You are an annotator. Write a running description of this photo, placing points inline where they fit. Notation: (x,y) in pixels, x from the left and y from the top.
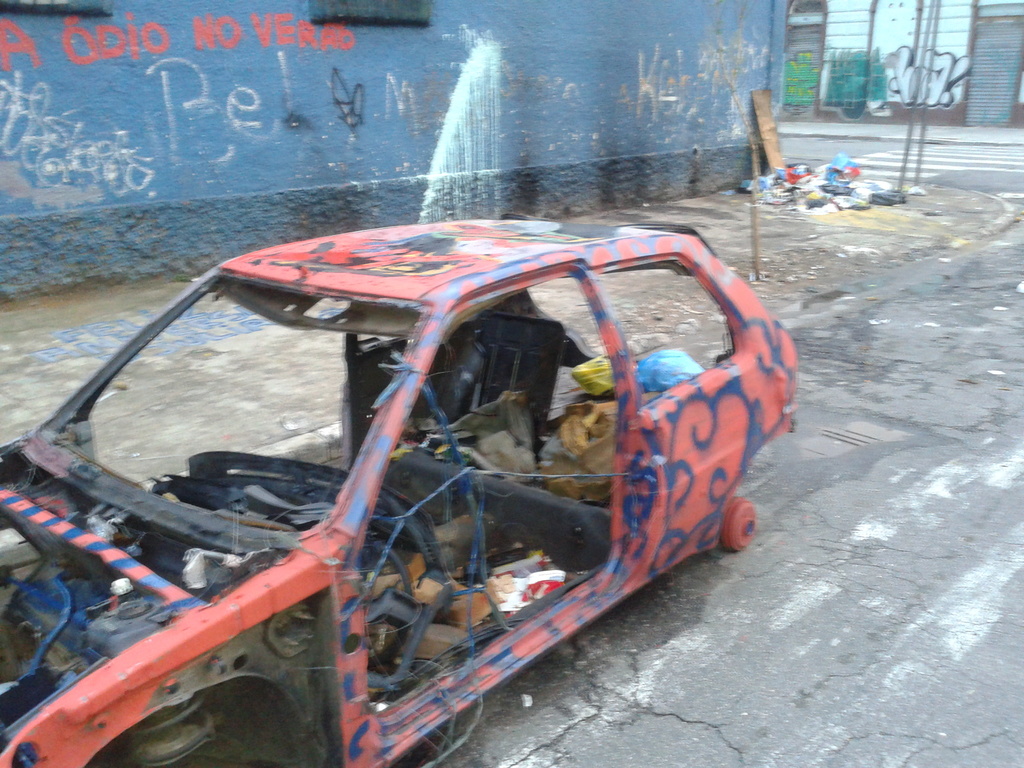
In this image we can see a crashed car (361,441). In the background (598,104) there is a wall (292,209) and we can see a text (278,100) on the wall (215,59). At the bottom (779,632) there is a road (722,629). In the background (916,39) there are poles (917,85) and a building (859,78).
